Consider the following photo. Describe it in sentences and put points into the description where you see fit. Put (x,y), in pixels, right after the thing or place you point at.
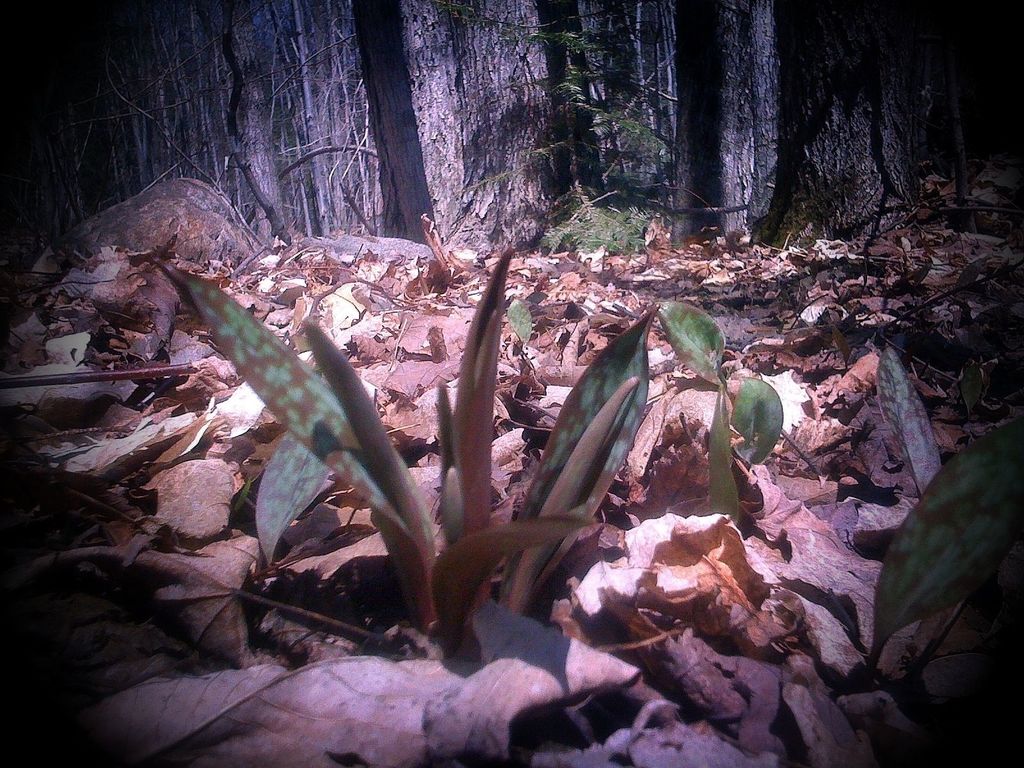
This is an edited picture. I can see leaves (232,728), and in the background (292,231) there are trees (758,19).
